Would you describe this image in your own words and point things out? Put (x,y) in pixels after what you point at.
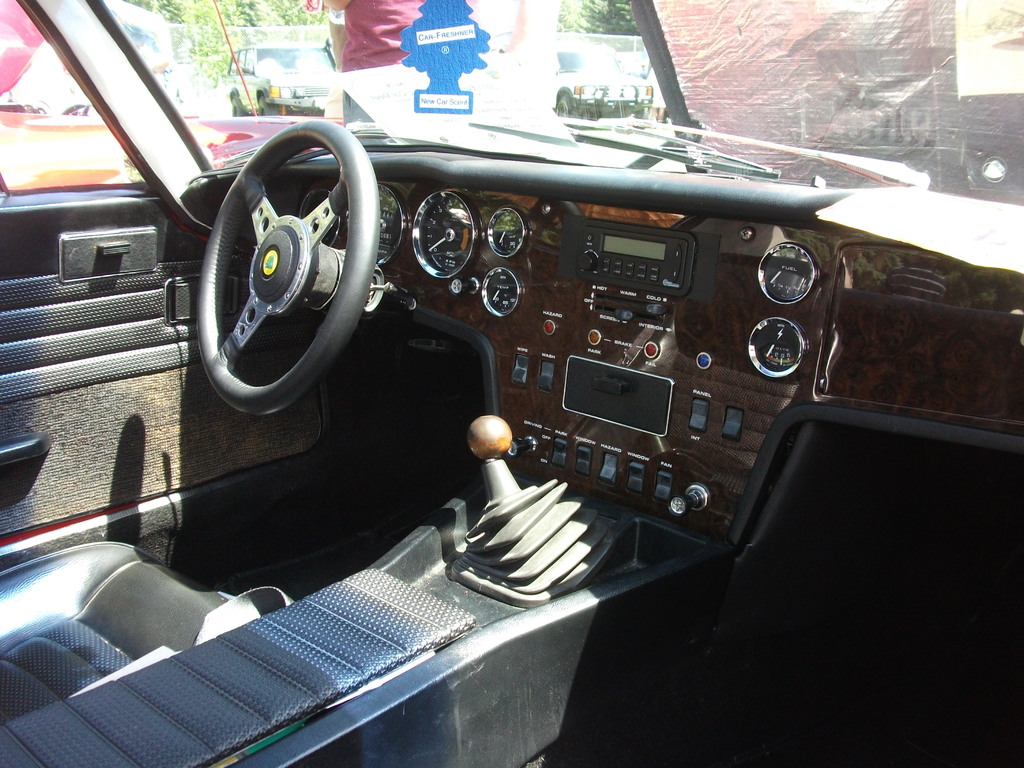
In this image I can see an inner view of a car (461,702). It has steering (259,232), meters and a gear (489,512). Through the glasses (418,115) I can see people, vehicles (606,78) and trees (185,10).
